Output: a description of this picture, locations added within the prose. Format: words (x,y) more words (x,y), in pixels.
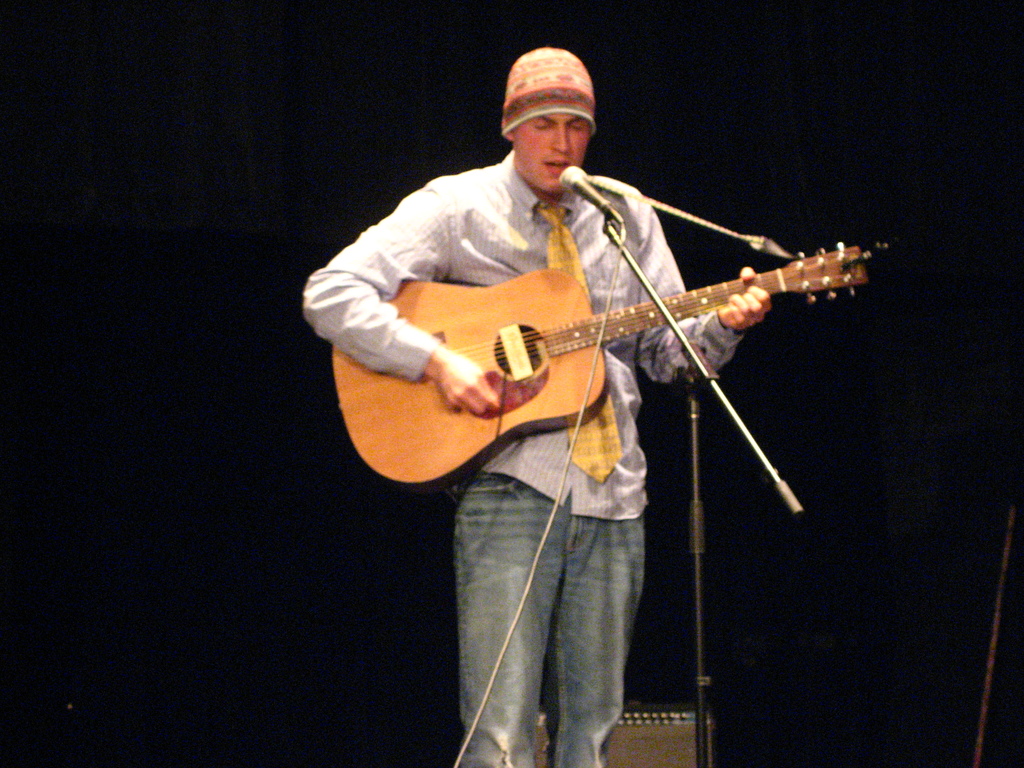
In the center (354,296) we can see one person (668,359) standing and holding guitar (555,319). In front (662,309) there is a microphone (702,700).
